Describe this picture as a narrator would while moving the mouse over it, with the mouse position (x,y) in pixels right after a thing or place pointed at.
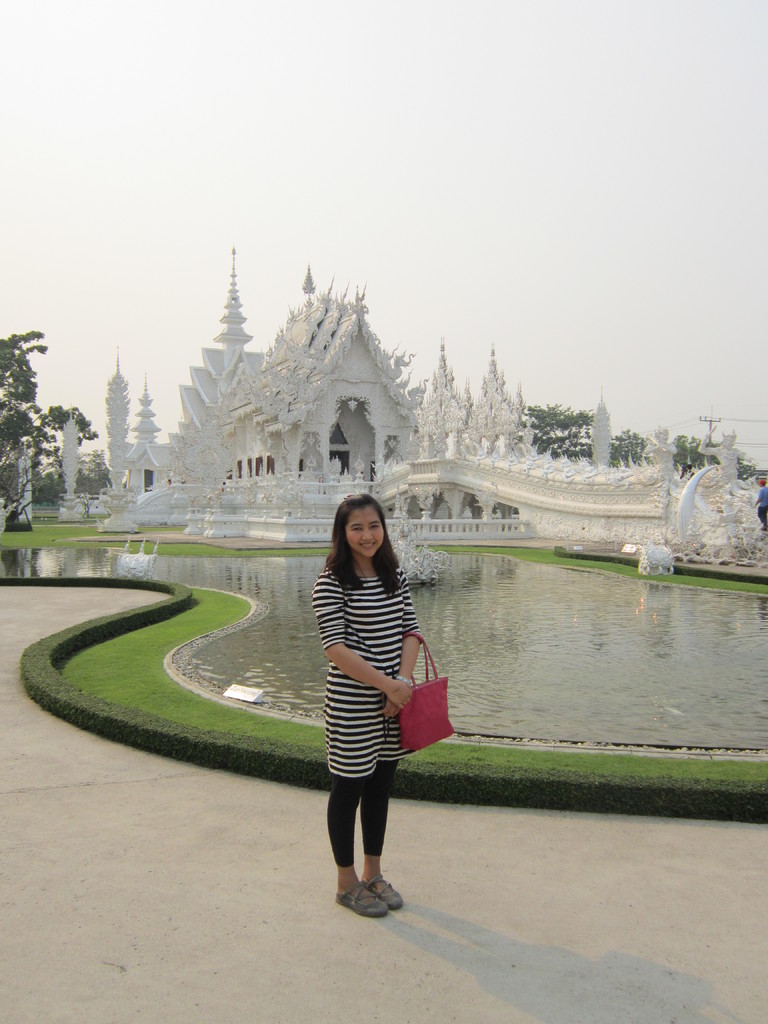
In the middle of the image (343,565) a woman (394,603) is standing and holding a bag (422,722) and smiling. Behind her there are some water (508,667) and there is grass (619,568). Behind her there is a building (370,392) and there are some trees (10,347). At the top of the image (360,140) there is sky (458,80).
